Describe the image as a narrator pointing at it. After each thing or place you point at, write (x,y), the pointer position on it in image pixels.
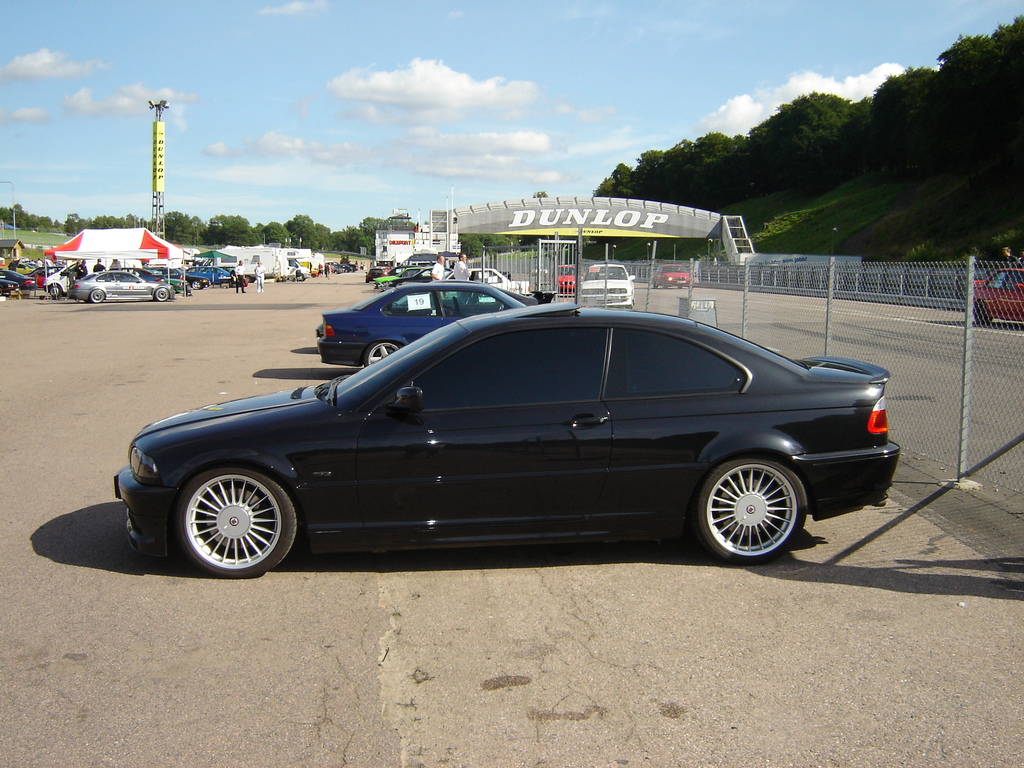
In this picture I can see vehicles (353,417) on the road (128,701), there are group of people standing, there is a canopy tent (126,239) and a house (422,244), there are poles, lights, there is an arch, there is fence (765,294), there are trees (645,197), and in the background (490,125) there is the sky (504,138).
